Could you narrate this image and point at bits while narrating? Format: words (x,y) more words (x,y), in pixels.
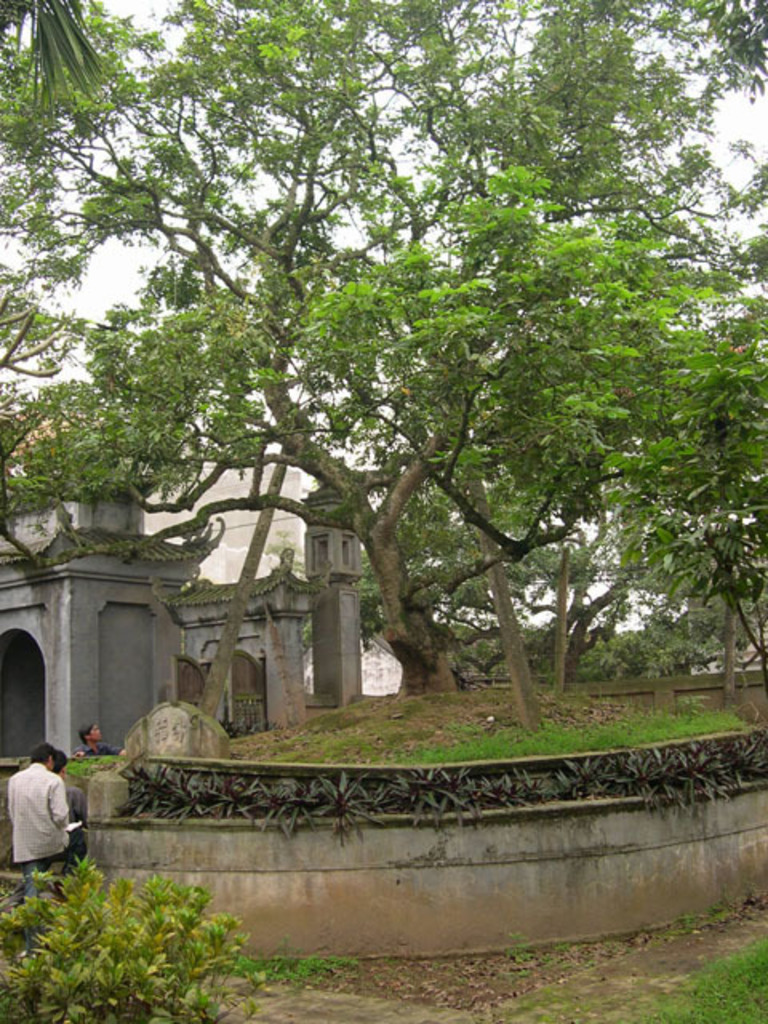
In this image I see the plants (465,784), green grass (502,749) and I see the trees (388,424) and I see the architecture (311,586) over here and I see 3 persons (76,796) over here and I see the sky (56,347).
